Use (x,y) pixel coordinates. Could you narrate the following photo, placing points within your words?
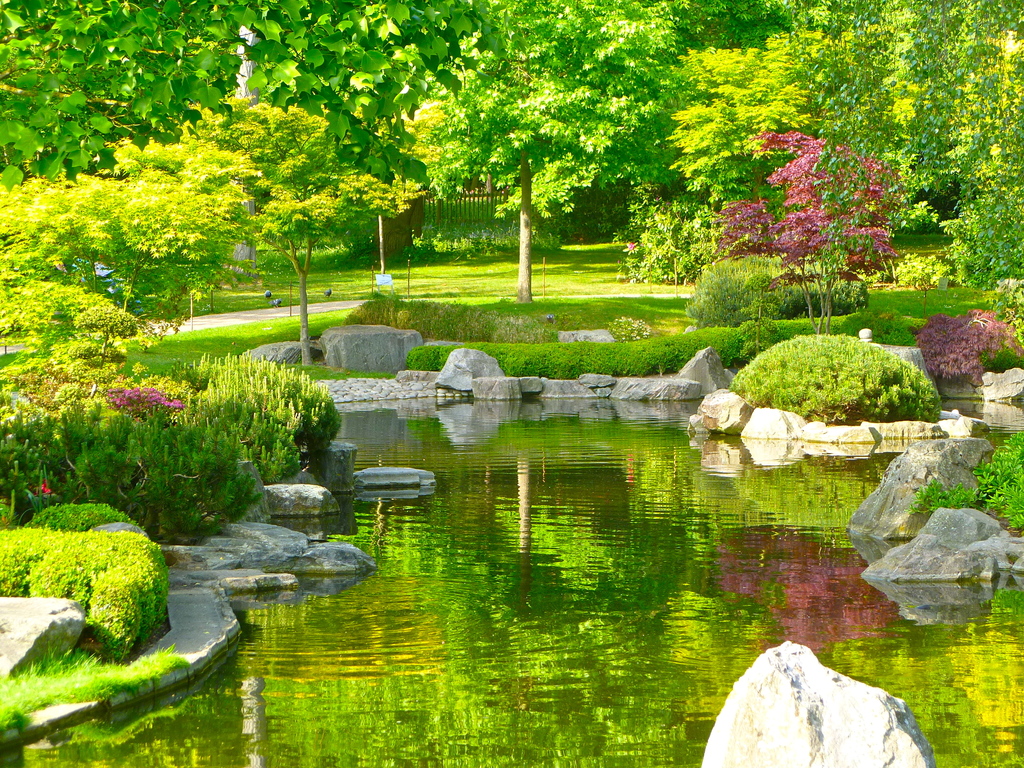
In this image we can see trees (253,198), plants (431,321), stones (780,426), water (504,536). In the background of the image (496,199) there is fencing (458,219).
